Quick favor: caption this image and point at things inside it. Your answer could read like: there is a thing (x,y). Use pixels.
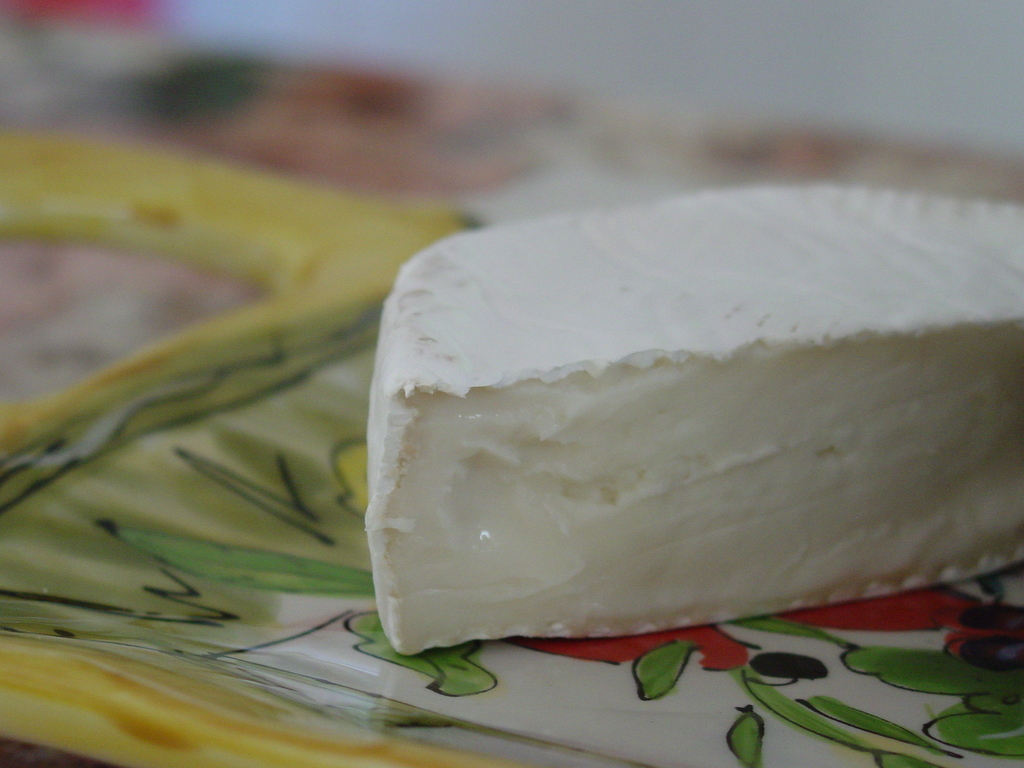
This image consists of cheese (591,453) in white color. It is kept on a plate (532,728). The background (266,95) is blurred.
